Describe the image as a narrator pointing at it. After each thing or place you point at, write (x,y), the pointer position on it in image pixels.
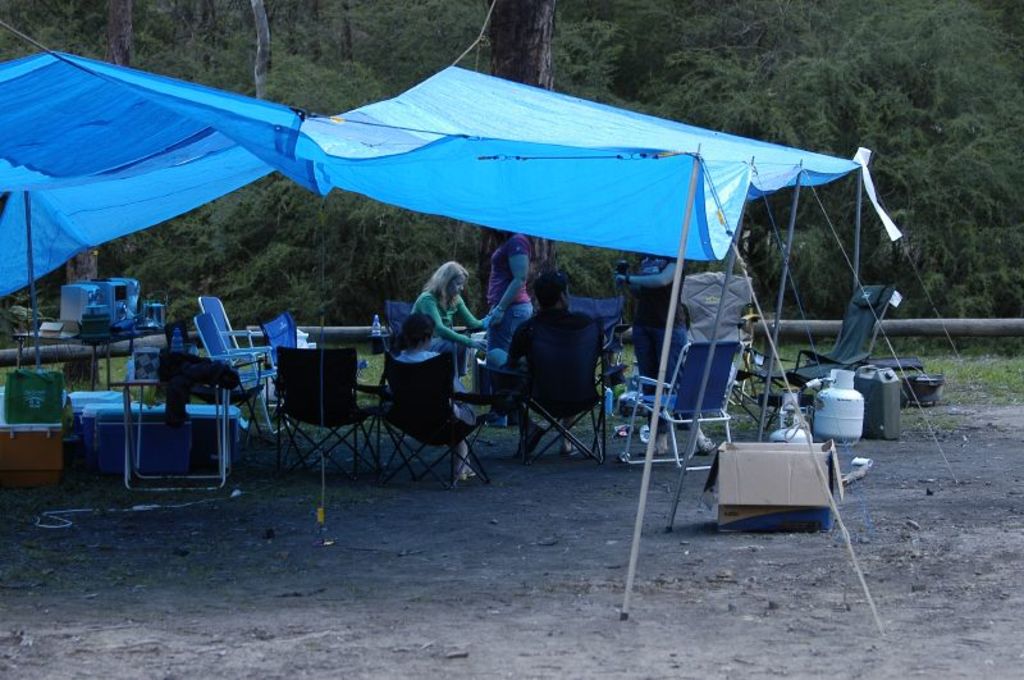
In this image there are tables (220,398), chairs (431,428), cardboard box (755,456), water cans (886,404), water bottles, three persons (416,340) sitting on the chairs (394,317), and two persons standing under the tent (11,141), and at the background (918,350) there is grass (1013,359), trees (60,40).
